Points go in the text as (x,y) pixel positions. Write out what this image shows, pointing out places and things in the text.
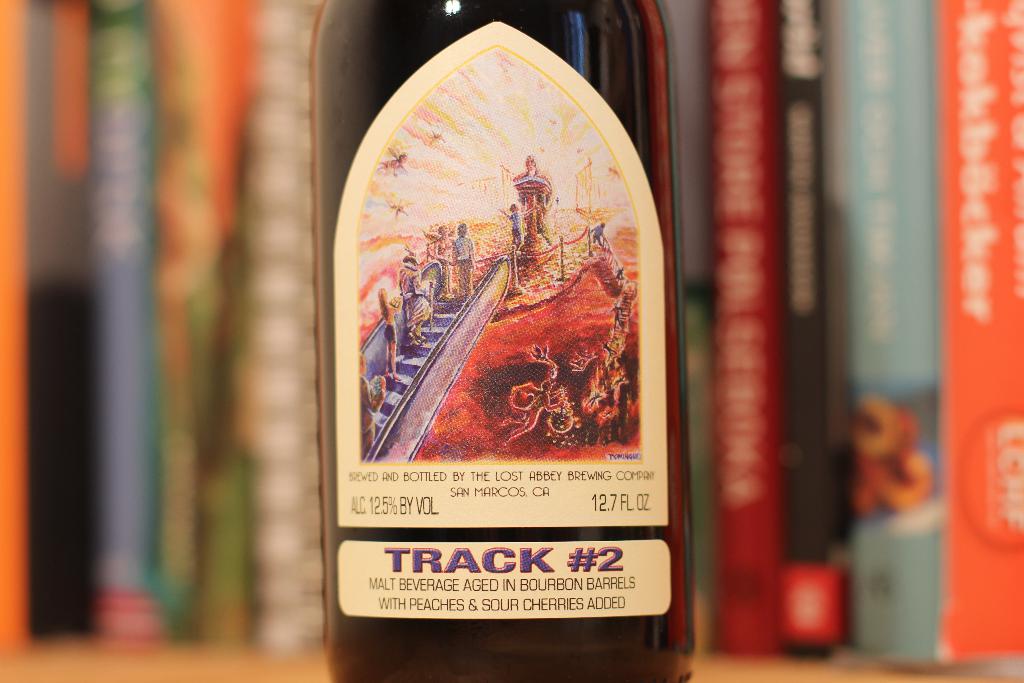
In the image there is a bottle (459,572) and the background of the bottle (470,517) is colorful.
